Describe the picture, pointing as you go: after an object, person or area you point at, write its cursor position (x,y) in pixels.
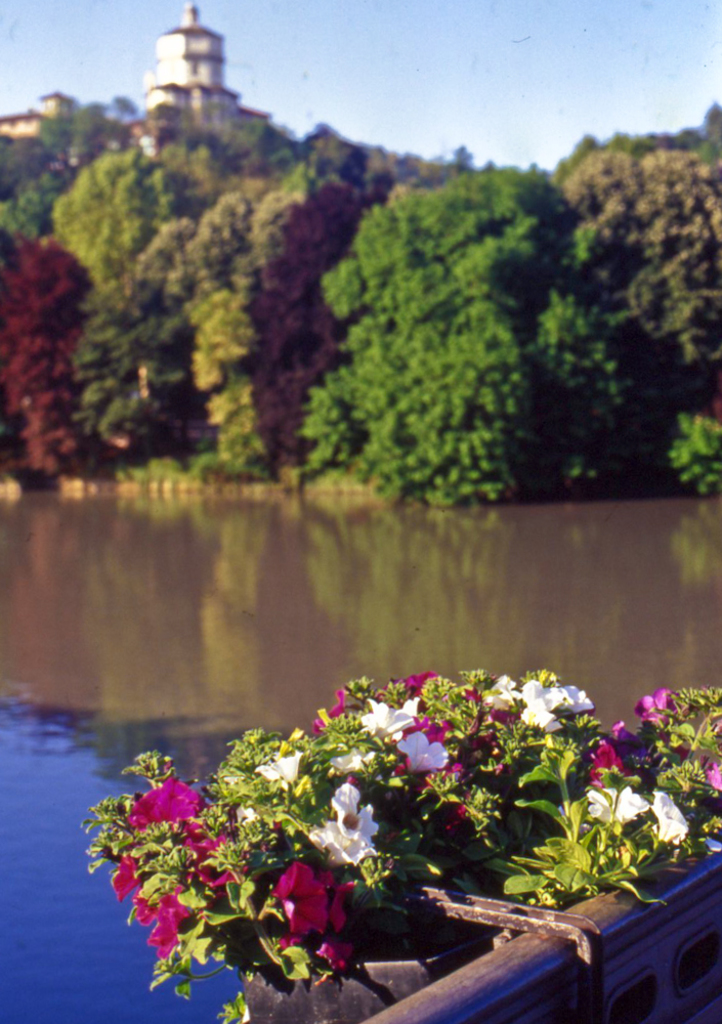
In this image I can see a lake (707,606) in the center of the image (369,606) and a wooden wall (603,946) with a potted plant (450,720) with flowers (497,713) in the right bottom corner (482,788). I can see trees (41,450), a building (215,31) and the sky (255,90) just above at the top of the image (447,94).
